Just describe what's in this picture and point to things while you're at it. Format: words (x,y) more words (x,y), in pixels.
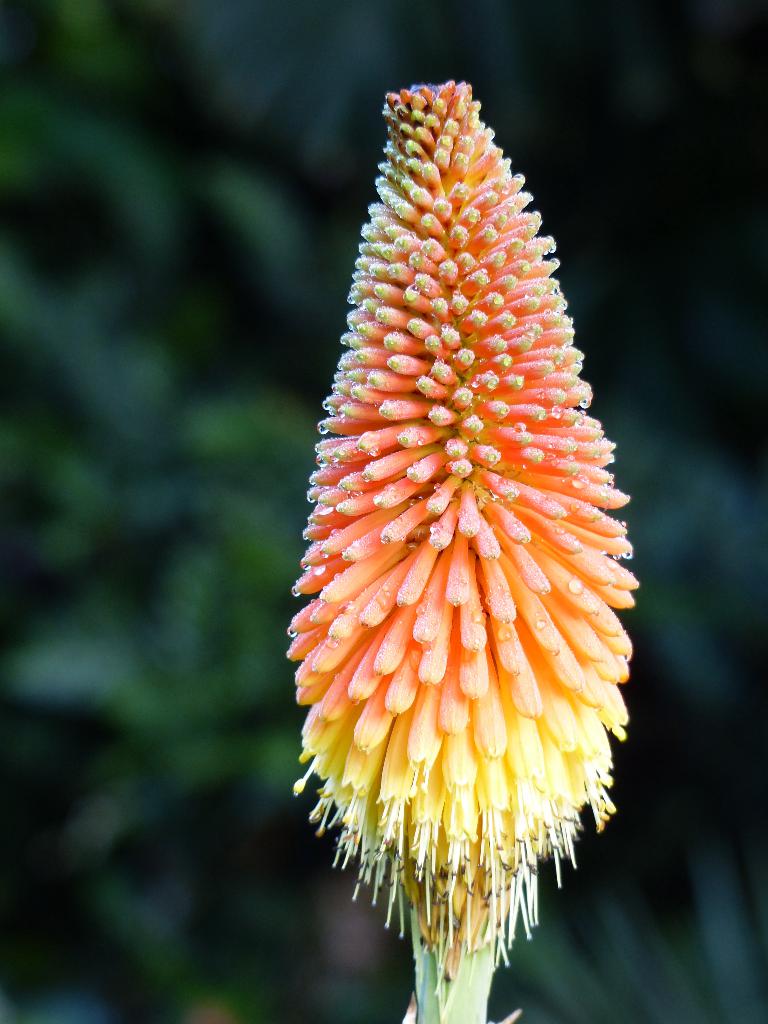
In this image there is a stem (478,978) having flowers (474,795) and buds (398,529). Background (119,622) is blurry.
